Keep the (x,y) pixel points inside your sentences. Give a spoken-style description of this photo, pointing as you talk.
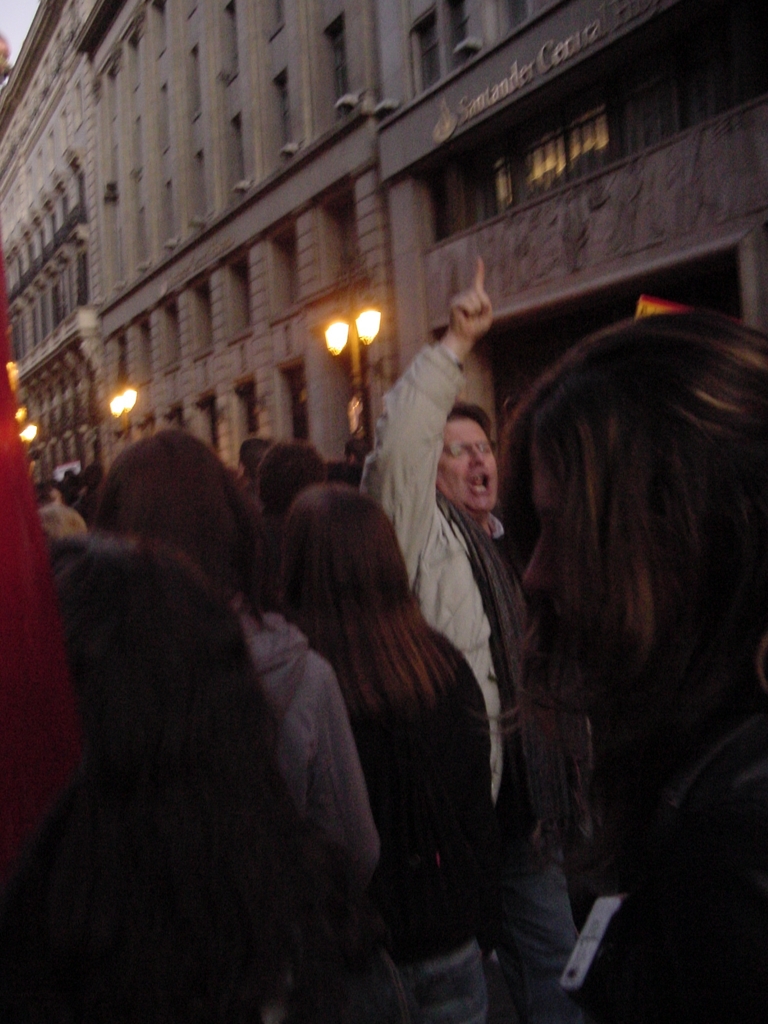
In this picture I can see there are a group of people (470,564) and they are wearing black coats (727,737) and among them one person (471,479) is wearing a cream coat (395,429) and there is a building (390,383) in the backdrop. There are lights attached to the building (130,244).
